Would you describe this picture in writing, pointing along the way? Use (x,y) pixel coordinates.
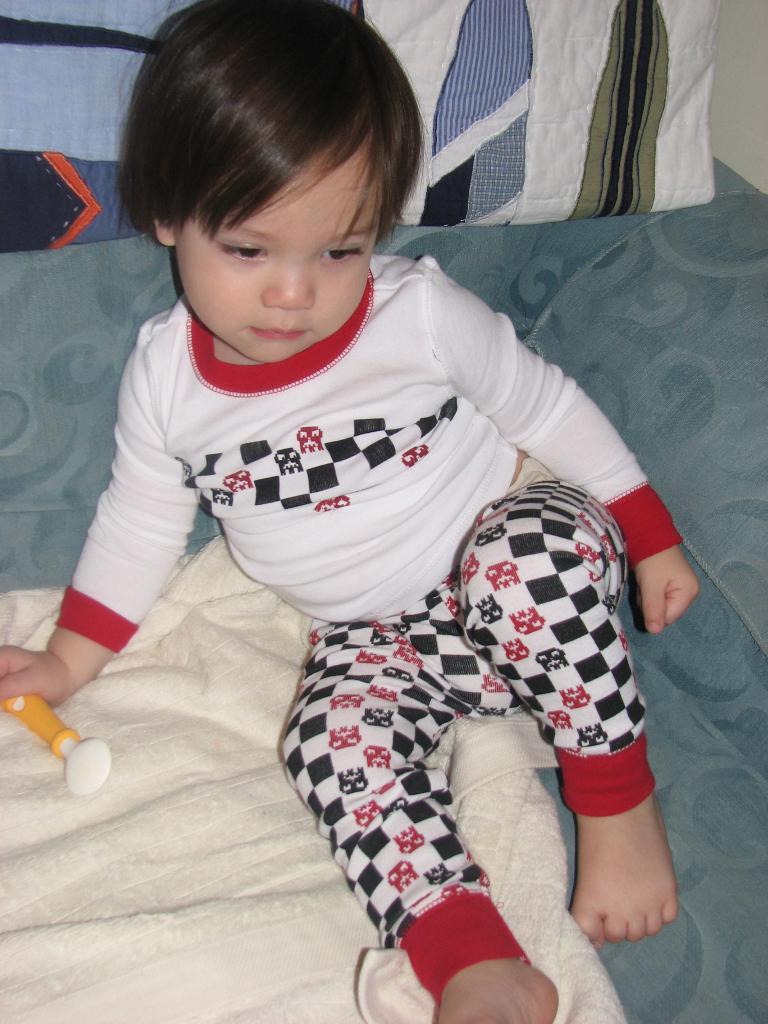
In this picture we can observe a kid (337,597) sitting on the bed (748,811). We can observe a white color towel (192,826). The kid (386,469) is wearing white and red color dress (302,540). We can observe a pillow (694,369) on the right side (694,386) which is in blue color.
